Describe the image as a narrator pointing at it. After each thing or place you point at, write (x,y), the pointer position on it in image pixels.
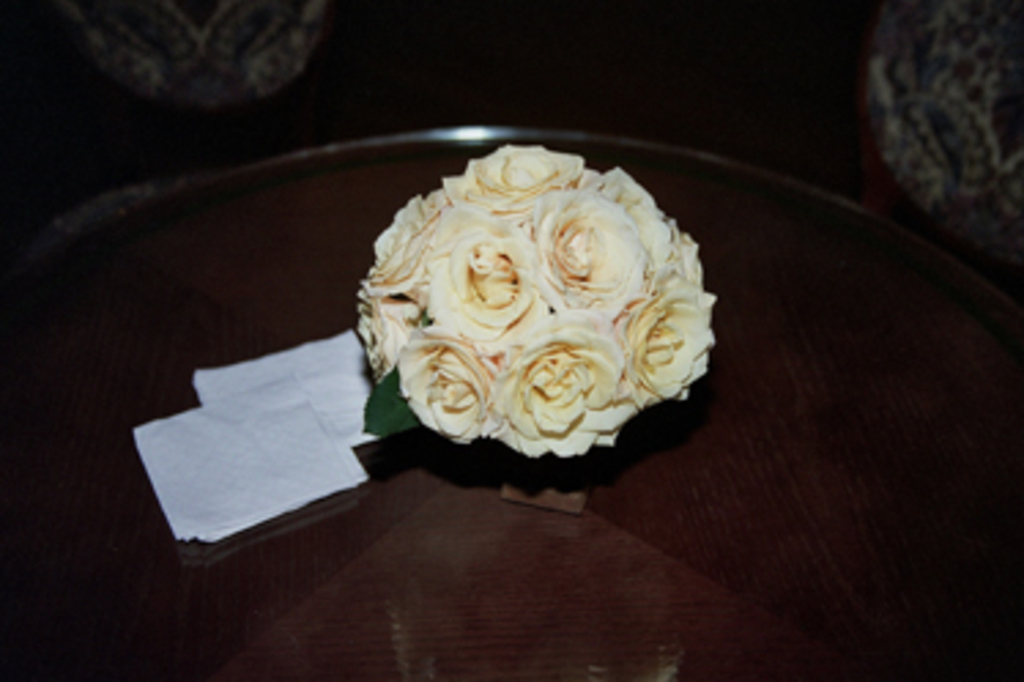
In the middle of the picture (470,292), we see the tissue papers (357,391) and the flower bouquet (548,271) or a flower vase (621,316) are placed on the table (604,558). It is brown in color. In the right top (928,59), we see an object (899,109) which looks like a sofa chair (884,125). In the left top (240,38), we see an object (226,76). At the top (626,7), it is black in color. This picture might be clicked in the dark.
